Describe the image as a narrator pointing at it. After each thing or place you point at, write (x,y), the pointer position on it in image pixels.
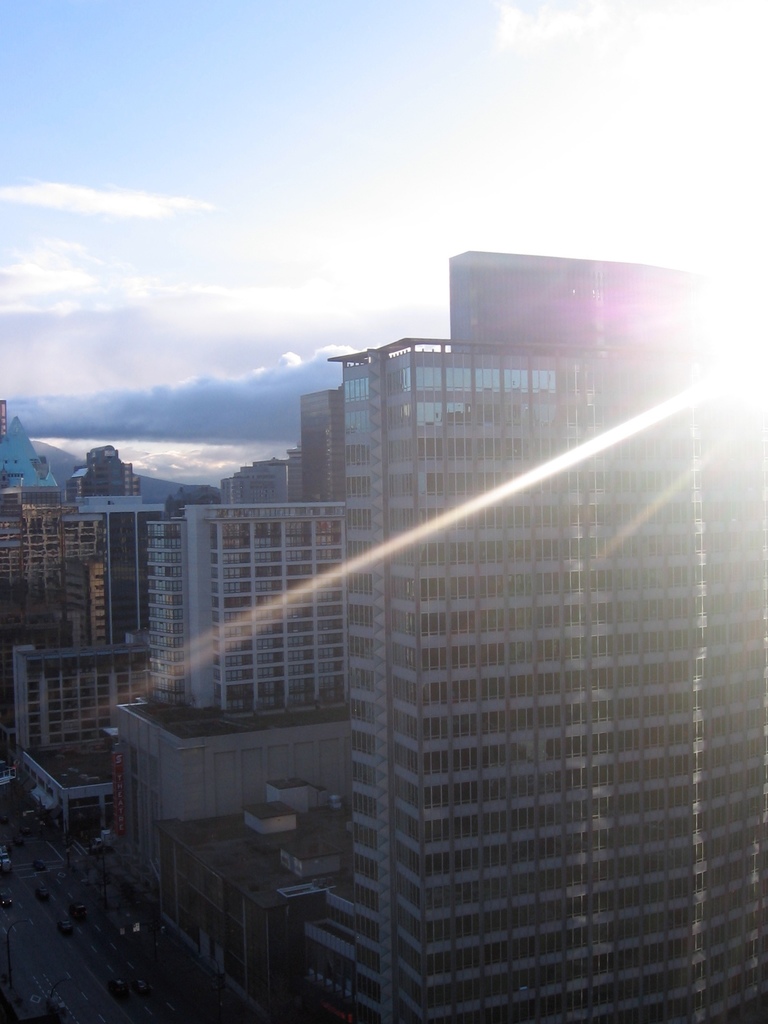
In this picture we can see few buildings (327,586) and few vehicles (98,845) on the road (101,937), in the background (102,397) we can see clouds (161,307).
